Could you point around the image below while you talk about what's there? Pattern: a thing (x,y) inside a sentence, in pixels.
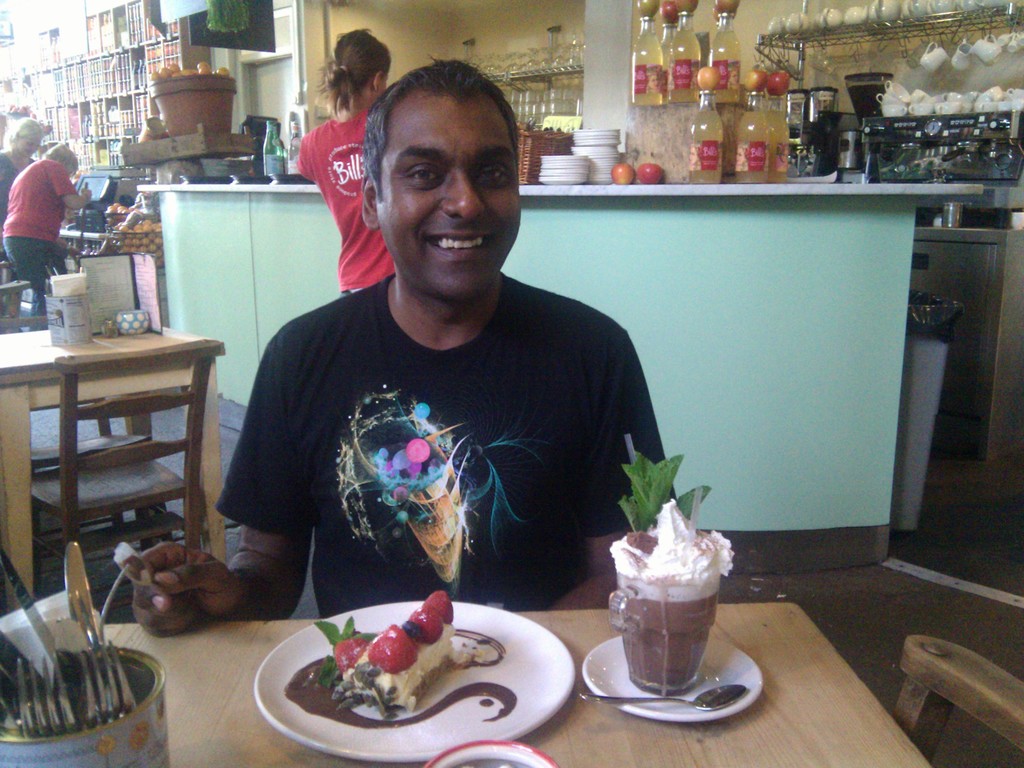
Here we can see a man (226,492) laughing sitting on a chair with a table (277,634) in front of him having cakes (350,654) and a chocolate drink (711,569) present on the plate (610,662) and there are forks (106,660) present and behind him we can see tables (27,389) and chairs (93,358) and there are persons (21,193) standing and there are bottles (689,50) of juices (681,85) present in the rack (733,107).
